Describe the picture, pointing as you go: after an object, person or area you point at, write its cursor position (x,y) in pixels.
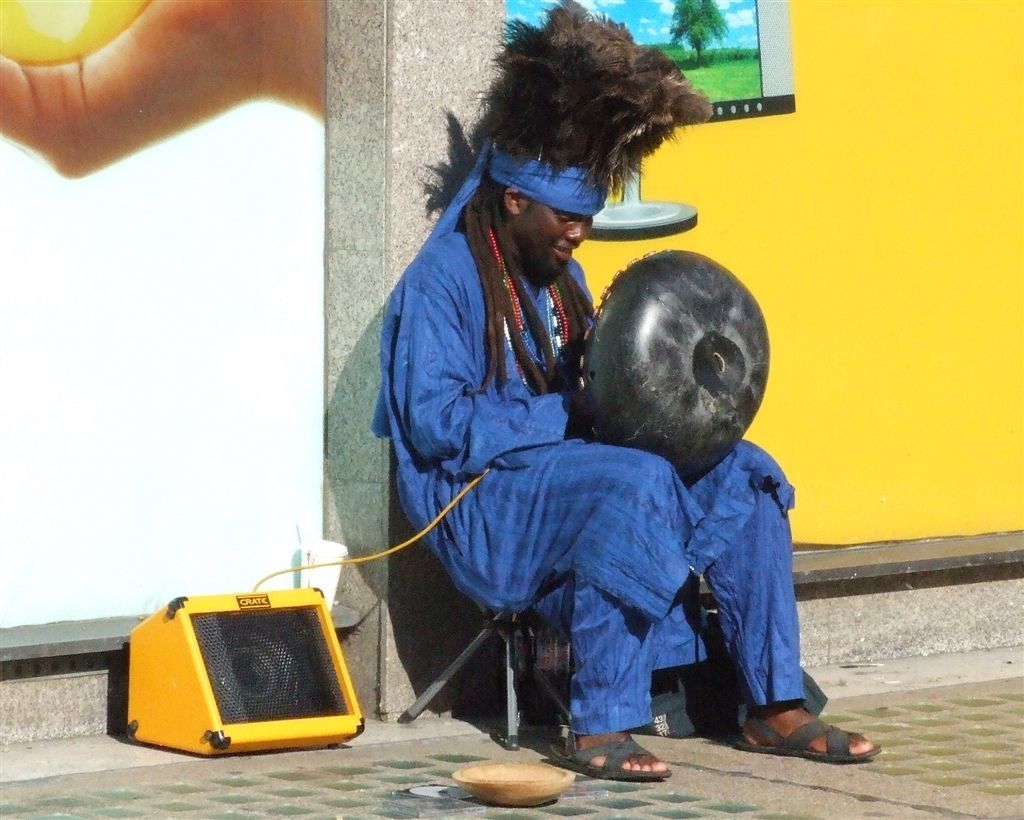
In this image there is a man (548,492) sitting on a stool (483,628). He is holding an object (599,328). Beside him there is a speaker (248,670). Behind him there is a wall (700,147). There are pictures (513,17) on the wall (371,44).
